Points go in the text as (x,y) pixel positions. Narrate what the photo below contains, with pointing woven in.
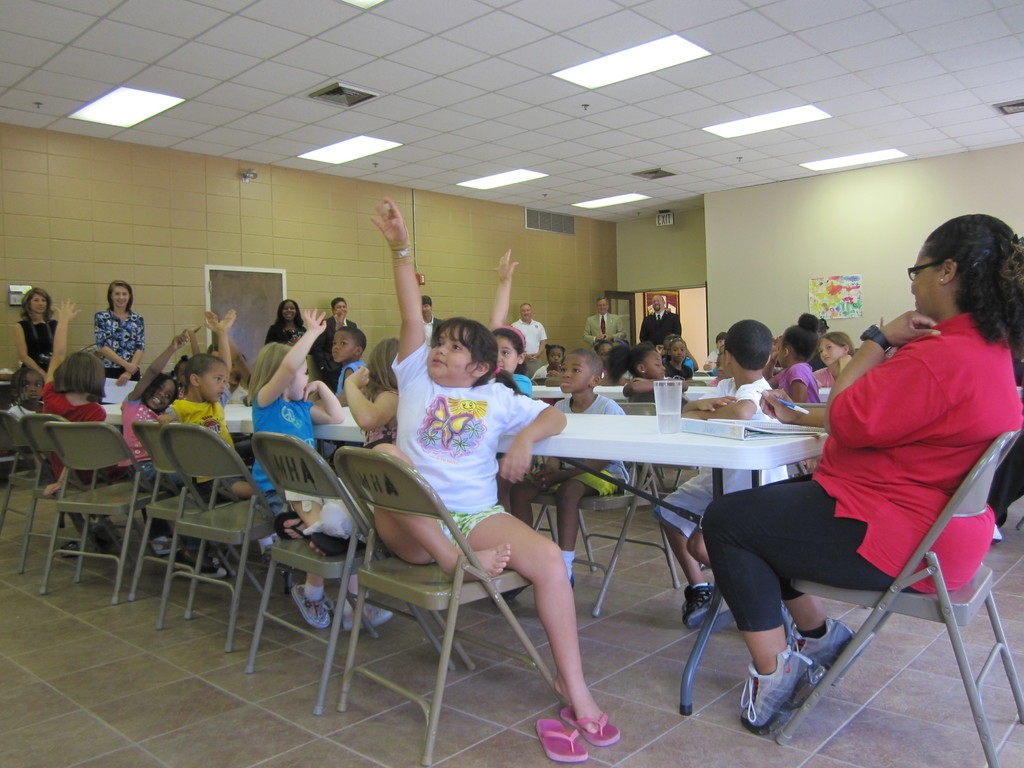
There are many children (345,396) sitting in front of a table (616,455) in the chairs (56,447) in a dining hall (641,411). Some of them are raising hands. In the background (126,304) we can observe two women (30,335) standing near the wall (118,255).
